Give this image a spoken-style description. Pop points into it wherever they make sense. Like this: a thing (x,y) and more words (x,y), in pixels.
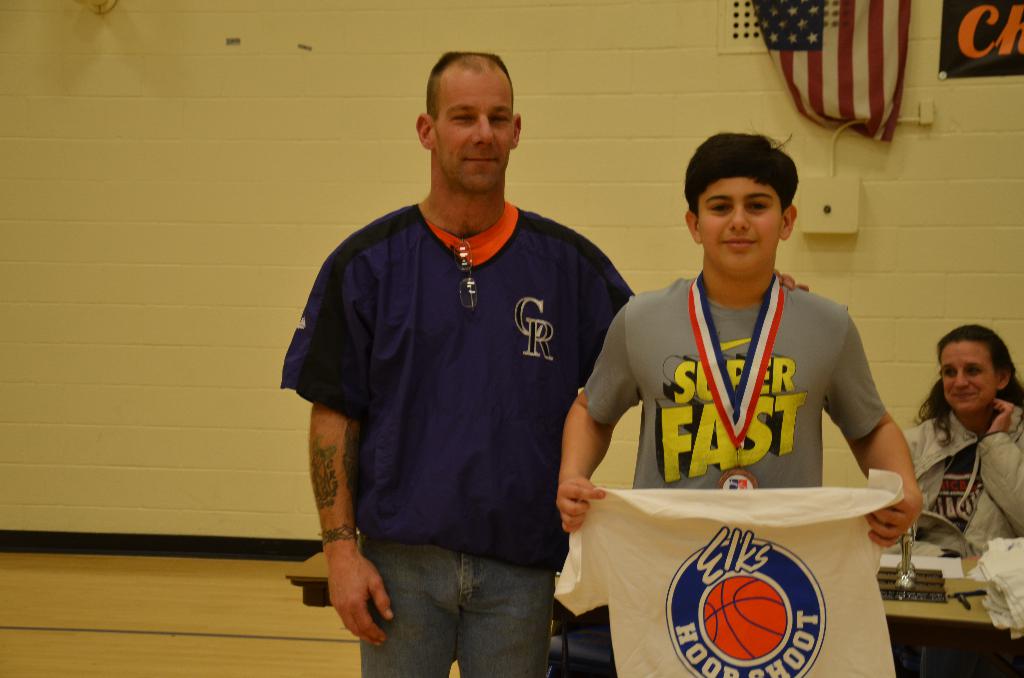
In this picture we can see three people (705,367), two persons (654,373) are standing and one is seated on the chair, the middle person (816,420) is holding a t-shirt (716,578) in his hand (885,538), in the background (866,110) we can see flag (882,113) and a box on the wall (696,78).
